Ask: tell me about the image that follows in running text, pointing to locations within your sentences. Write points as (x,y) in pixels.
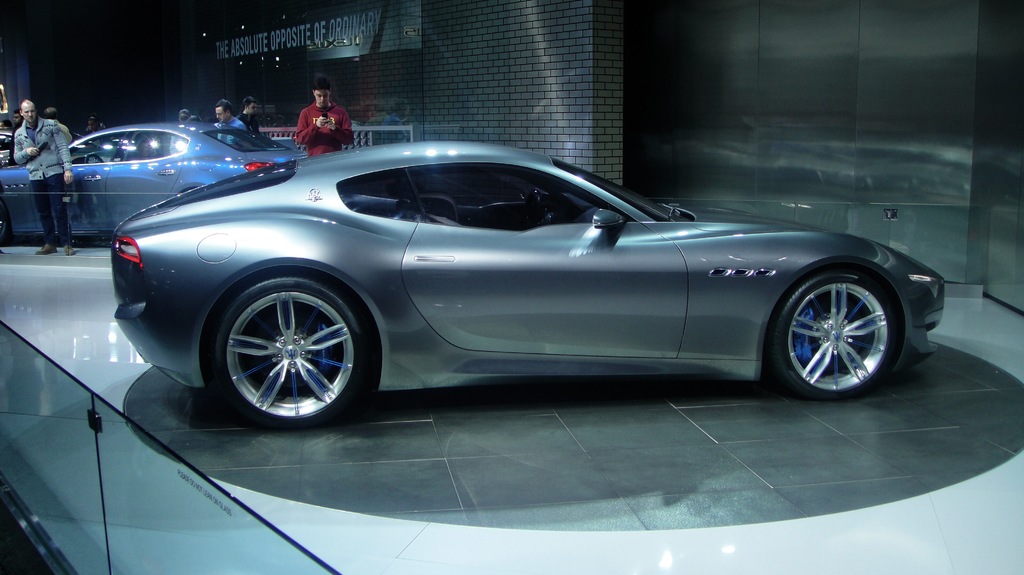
In the picture I can see the cars (827,343) on display. I can see the glass fencing (187,513) on the bottom left side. I can see a man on the left side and he is having a look at the car (160,218) on the floor (13,251). I can see another man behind the car (329,158) and looks like he is holding a mobile phone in his hands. In the background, I can see a few persons (257,128).
